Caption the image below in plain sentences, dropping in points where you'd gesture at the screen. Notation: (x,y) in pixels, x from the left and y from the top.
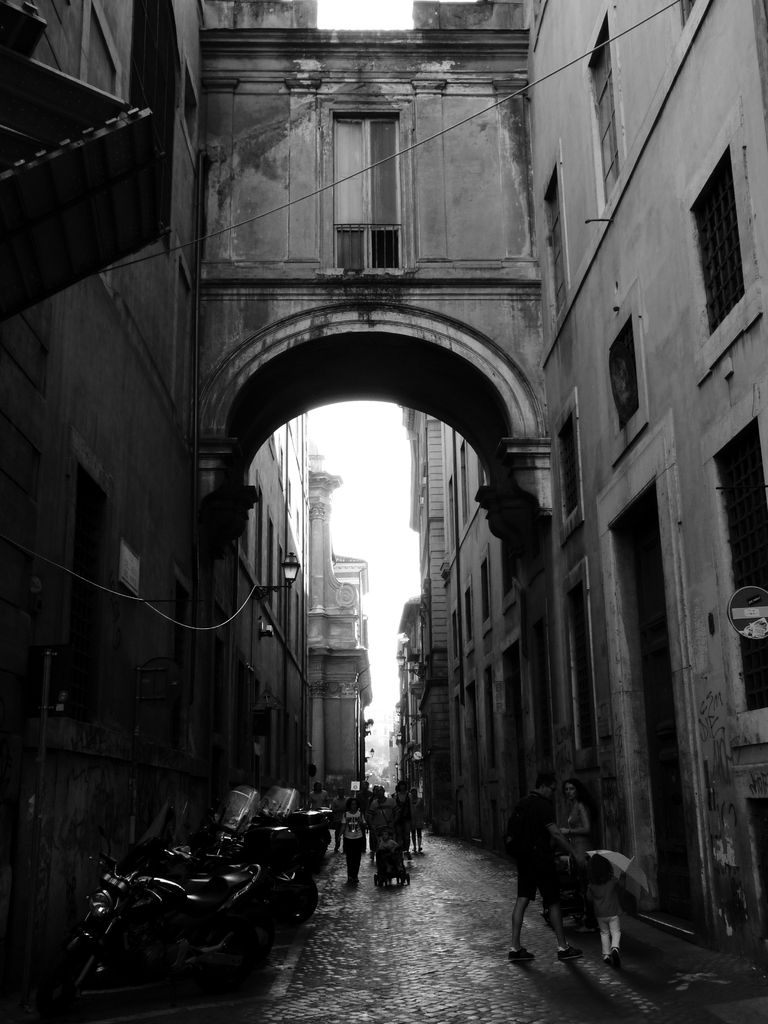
In this image we can see buildings (279,292) with windows (767,464). There is an arch (361,374). Also there is a road (363,916). And there are vehicles (311,827) and there are few people (576,860). In the background (404,598) there is sky (404,598).
